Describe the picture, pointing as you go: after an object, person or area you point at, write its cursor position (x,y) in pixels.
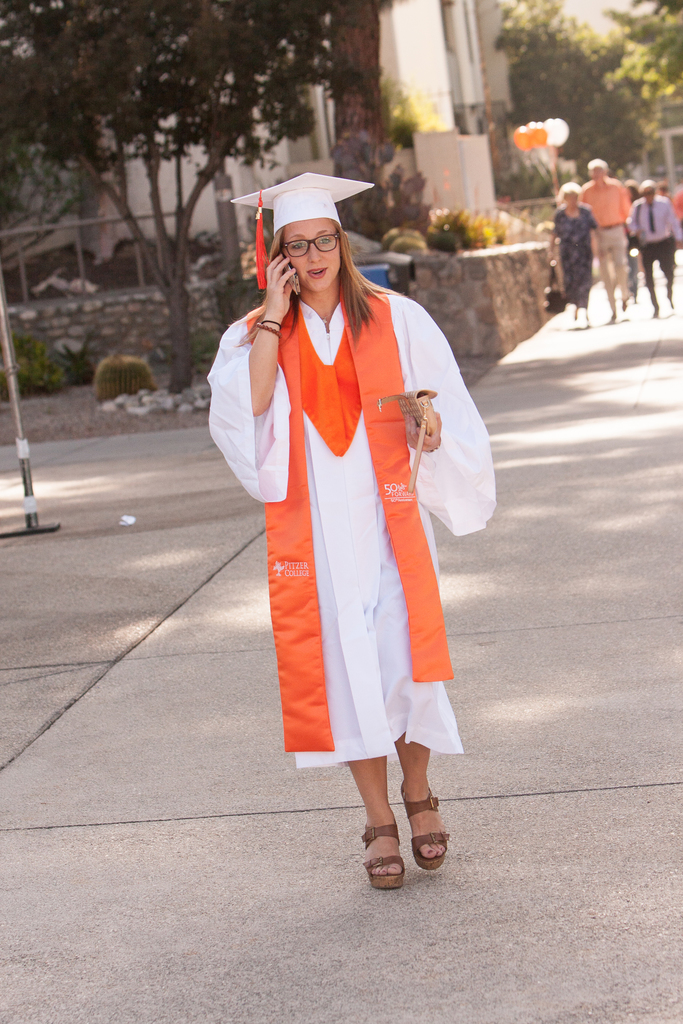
In this image there is a woman (395,385) wearing a white top (352,526) and a cap (307,199). She is walking on the path (464,645). Right side (613,271) there are people (609,259) walking on the path (598,352). Left side (116,310) there is a fence (82,260) on the wall (156,329). There are plants (396,244) behind the wall (156,329). Background (521,158) there are trees (183,262) and buildings (467,113). Right top there are balloons (541,140). Left side (10,396) there is a pole (10,364).
